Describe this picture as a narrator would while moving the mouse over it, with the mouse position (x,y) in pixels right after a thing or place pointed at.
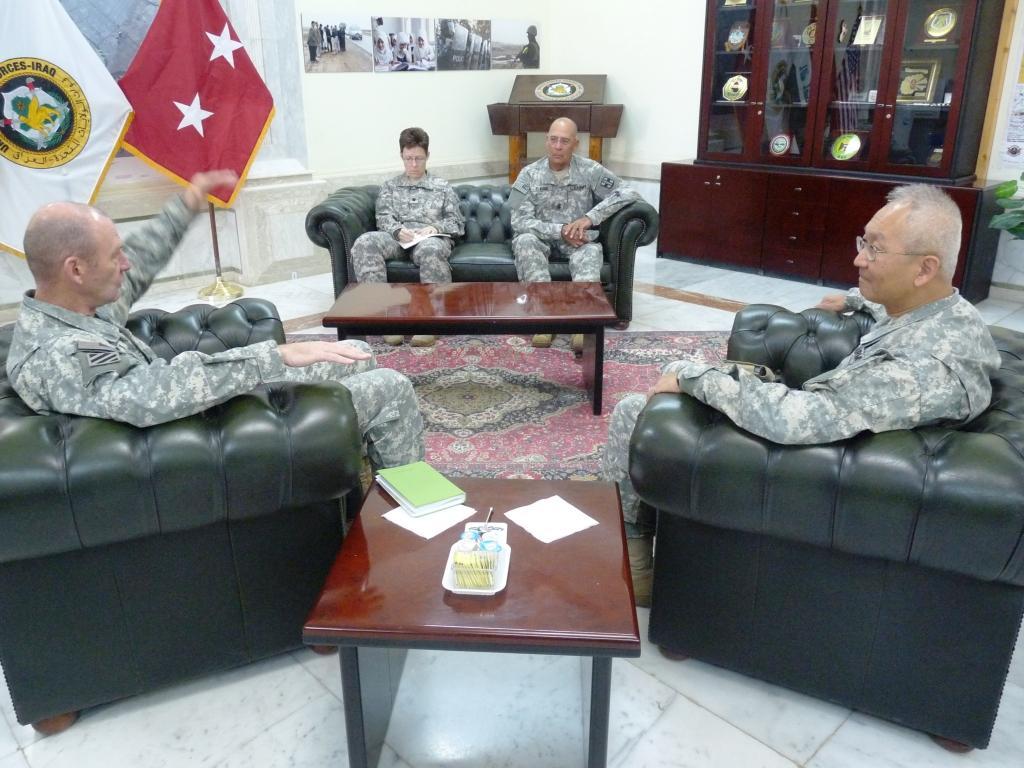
In this picture there are four people (528,224) sitting on the chair (367,219). There is a book (416,490), paper (434,517), pencil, tray (501,586) on the table (557,584). There are flags (236,121). There is a poster (475,33) on the wall (638,154). There are shields (738,93) in the shelf (807,141). There is plant (1008,214) and a carpet (468,461).
